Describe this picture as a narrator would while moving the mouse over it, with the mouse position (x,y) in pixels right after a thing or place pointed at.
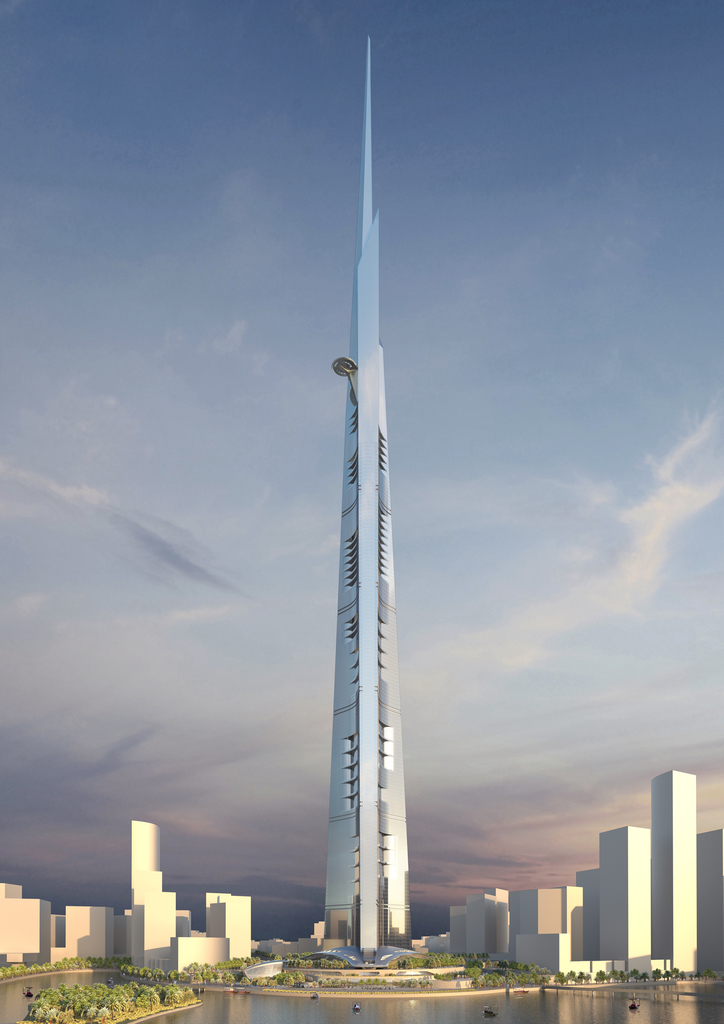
In the image there is a tallest tower (397,895), around that tower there are few plants (81,995) and water surface (245,996).
